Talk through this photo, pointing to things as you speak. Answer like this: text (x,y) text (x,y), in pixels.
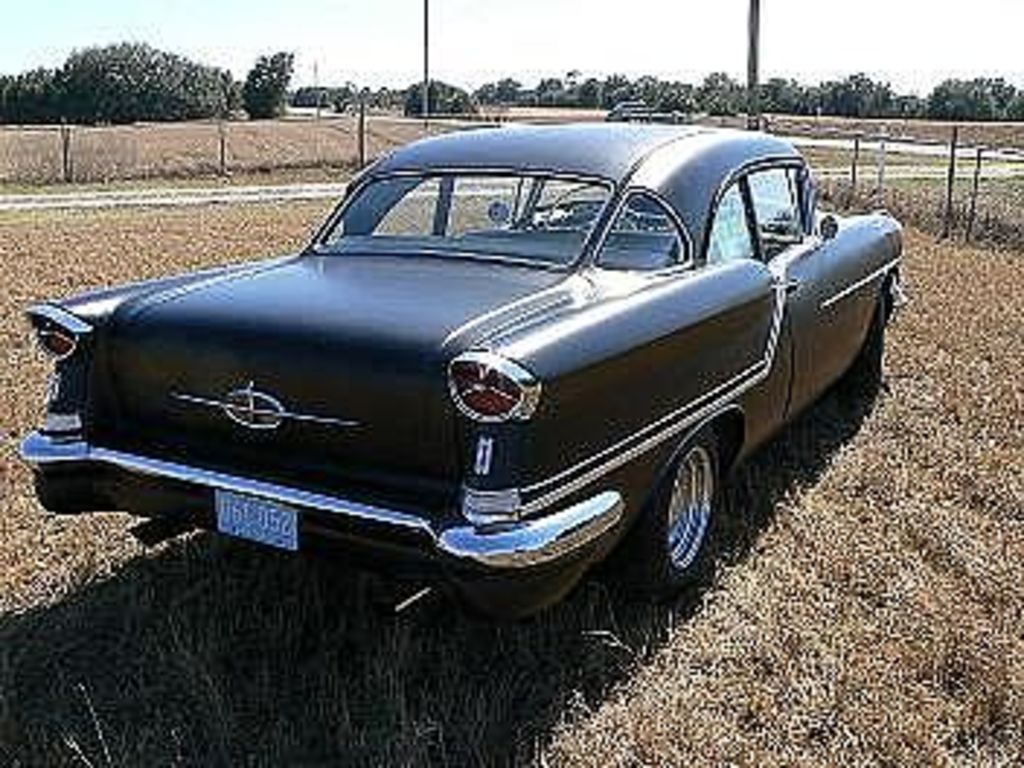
In this image we can see there is the vehicle (583,316) on the ground (653,624) and there are trees (444,110), poles (425,103), grass (318,126) and the sky (677,16).
